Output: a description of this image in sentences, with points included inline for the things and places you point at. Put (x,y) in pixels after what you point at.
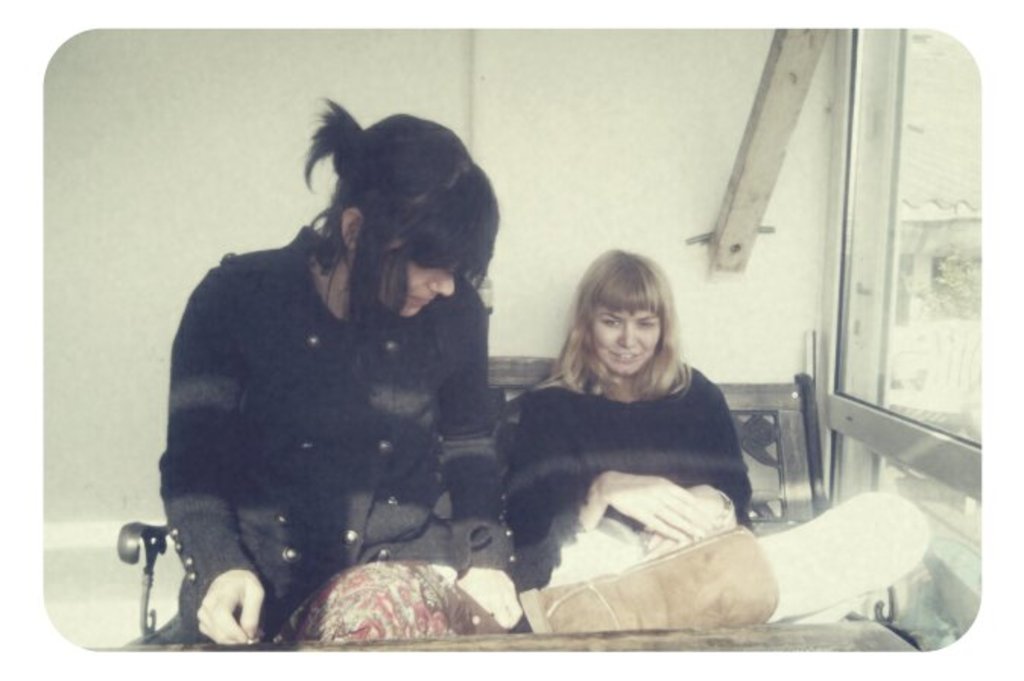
In the center of the image (459,355) we can see two ladies (521,460) sitting on the bench (807,390), before them there is a table (798,637). On the right (846,63) there is a door (878,306). In the background (74,159) we can see a wall (471,106).
